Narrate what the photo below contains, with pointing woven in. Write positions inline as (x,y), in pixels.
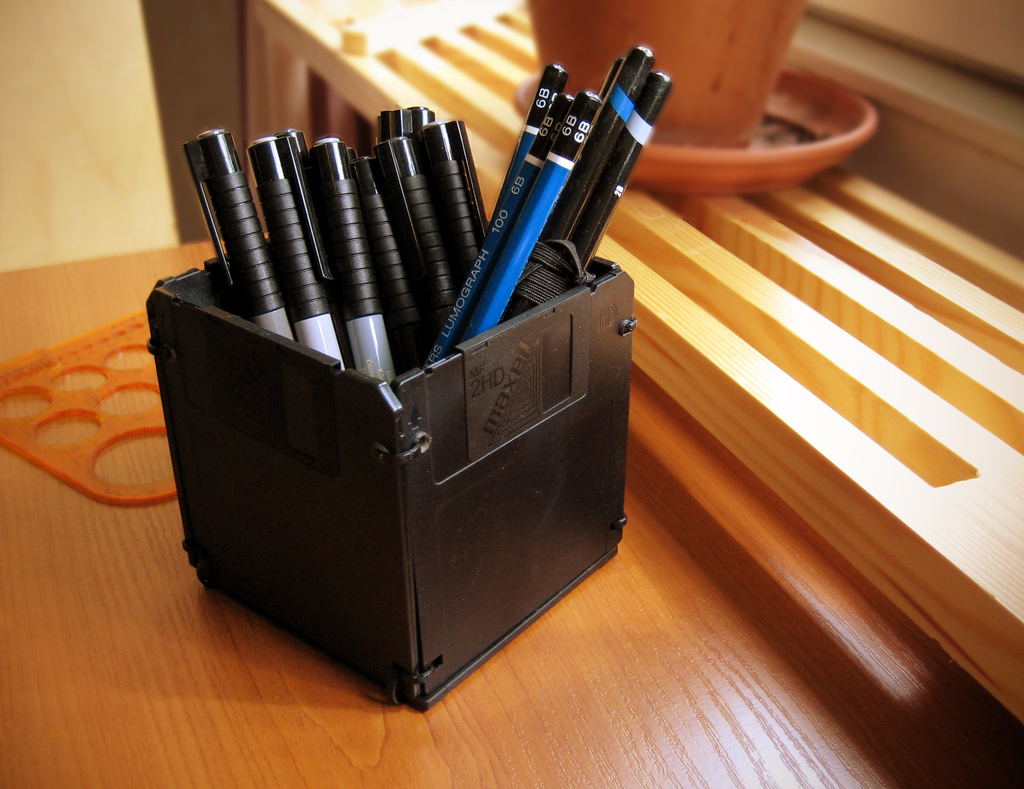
In this picture we can see few pens (413,229) and pencils (580,219) in the box (443,395), and the box (370,383) is on the table (553,614).
